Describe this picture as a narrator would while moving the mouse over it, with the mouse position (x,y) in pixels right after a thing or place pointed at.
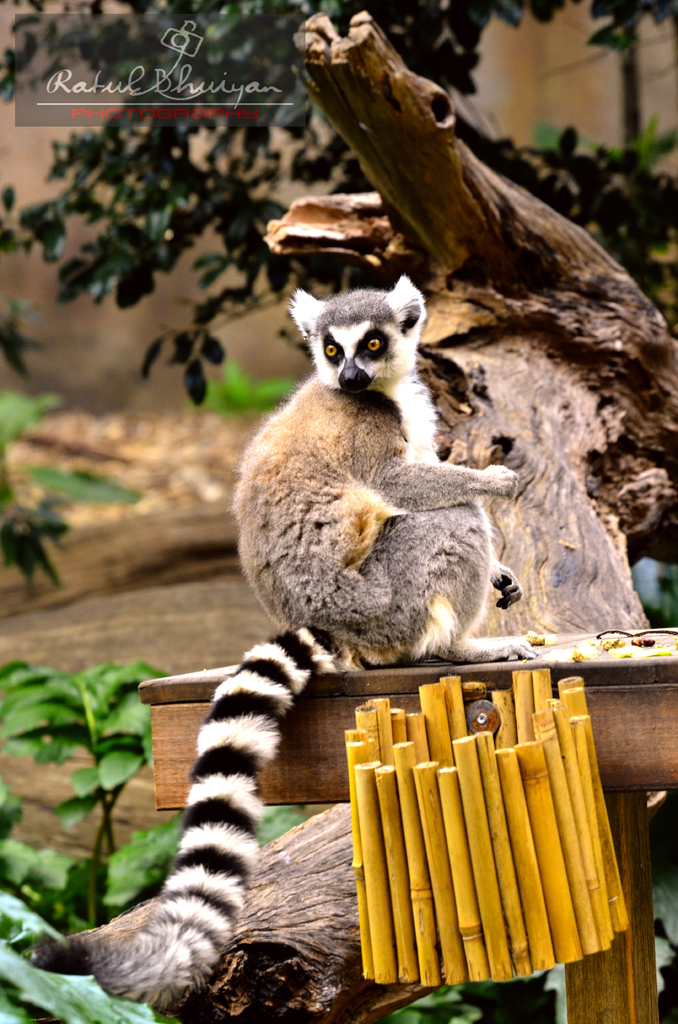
There is an animal (294,538) sitting on a wooden stand (373,670). It is having a white and black tail (224,728). And there is something made with bamboo sticks (489,802) in front of the stand (427,683). In the back (456,267) there are trees (256,161). There is a watermark (131,72) on the top left corner (133,59).
